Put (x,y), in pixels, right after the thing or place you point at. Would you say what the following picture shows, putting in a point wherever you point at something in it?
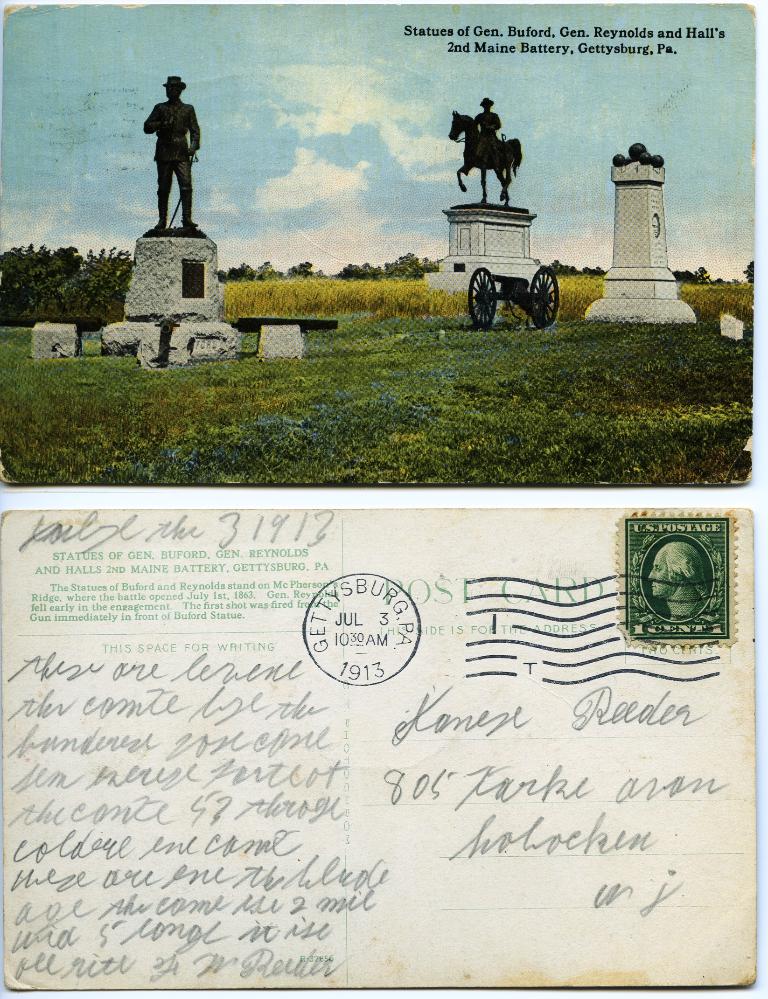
In this picture there are two photographs (418,420). On the top (182,237) there are some statue (187,228) in the garden (186,388). In the bottom side (559,668) we can see the postcard (296,718) on which some matter (281,901) is written.
